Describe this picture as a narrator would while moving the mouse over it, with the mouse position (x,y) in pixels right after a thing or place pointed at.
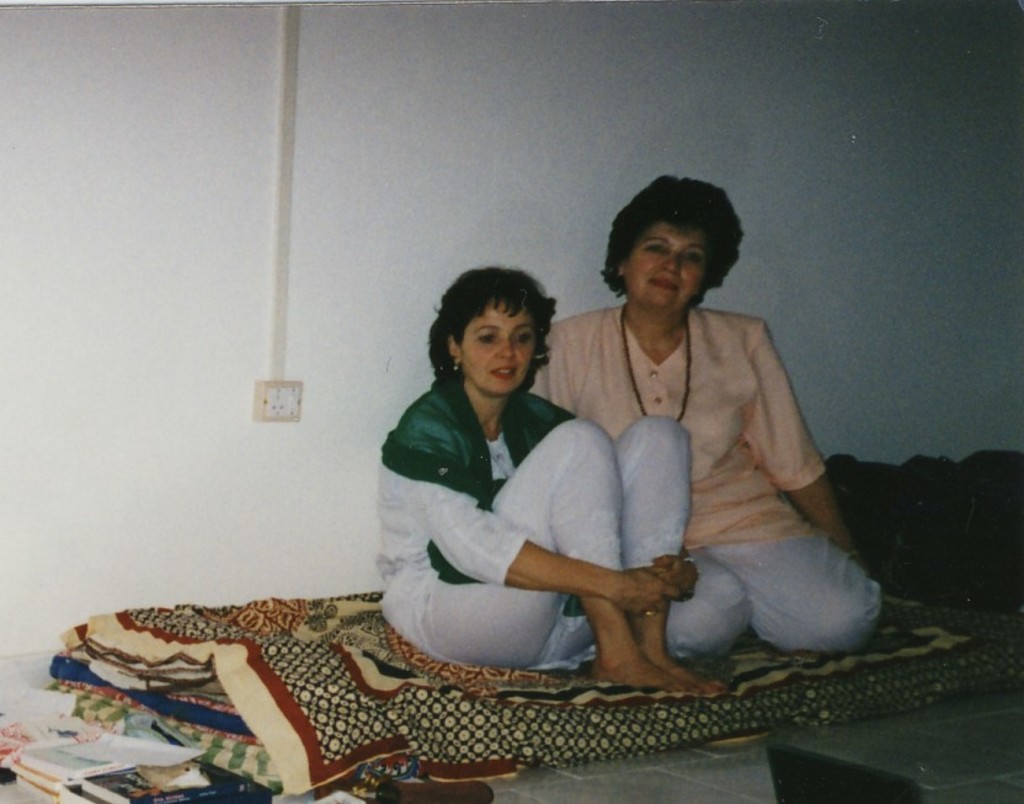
In the center of the image (490,488), we can see people (600,509) sitting on the bed (372,696) and there are some books (42,758) on the floor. In the background (242,177), there is a switch board (282,387) on the wall (868,261).
